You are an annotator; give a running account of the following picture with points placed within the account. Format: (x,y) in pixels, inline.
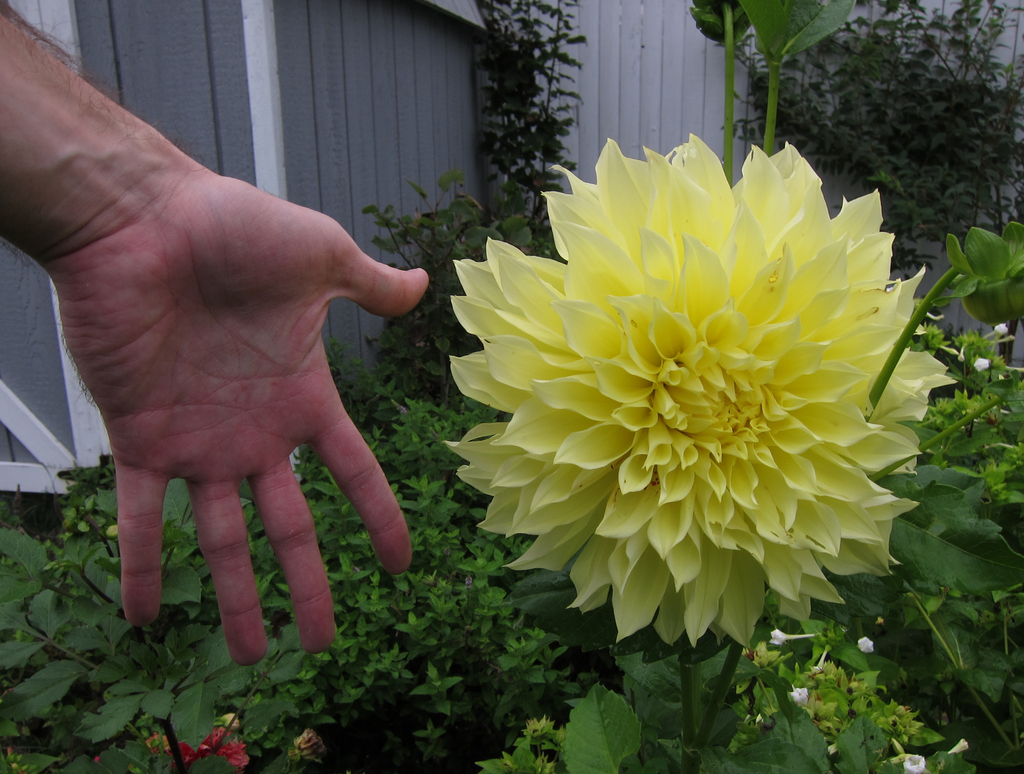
On the left side of the image (20,59) we can see a person hand (163,476). On the right side of the image (792,182) we can see a yellow color flower (815,426) and some white color flowers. In the background of the image (425,692) we can see plants (405,466).
